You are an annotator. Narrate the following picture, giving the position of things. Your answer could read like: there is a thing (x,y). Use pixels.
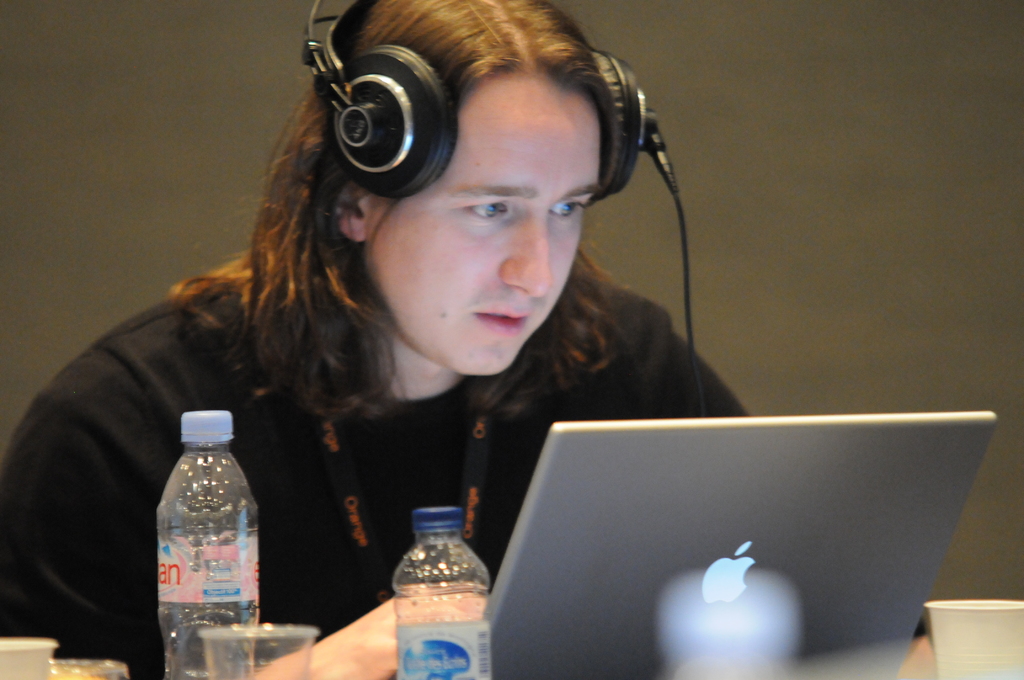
There is a man (456,300) wearing black shirt (312,507) and putting headset (418,135) on his head (506,155). I can see a laptop (594,662), paper cup (970,638), water bottle (450,637), and plastic glass (260,661) placed on it.
